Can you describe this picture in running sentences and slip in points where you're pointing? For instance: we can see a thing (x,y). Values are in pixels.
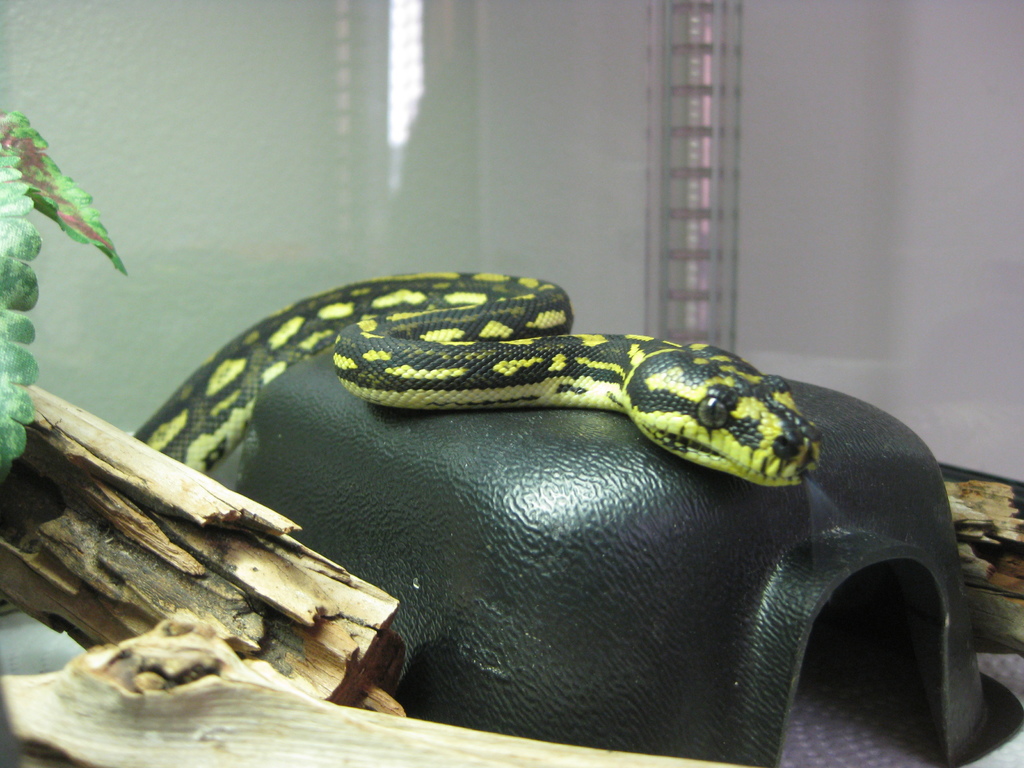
In this picture there is a snake (430,343) on the object (911,433) and there are wooden sticks (177,588). At the back (945,239) there is a wall (204,226). On the left side of the image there are leaves (2,302).
